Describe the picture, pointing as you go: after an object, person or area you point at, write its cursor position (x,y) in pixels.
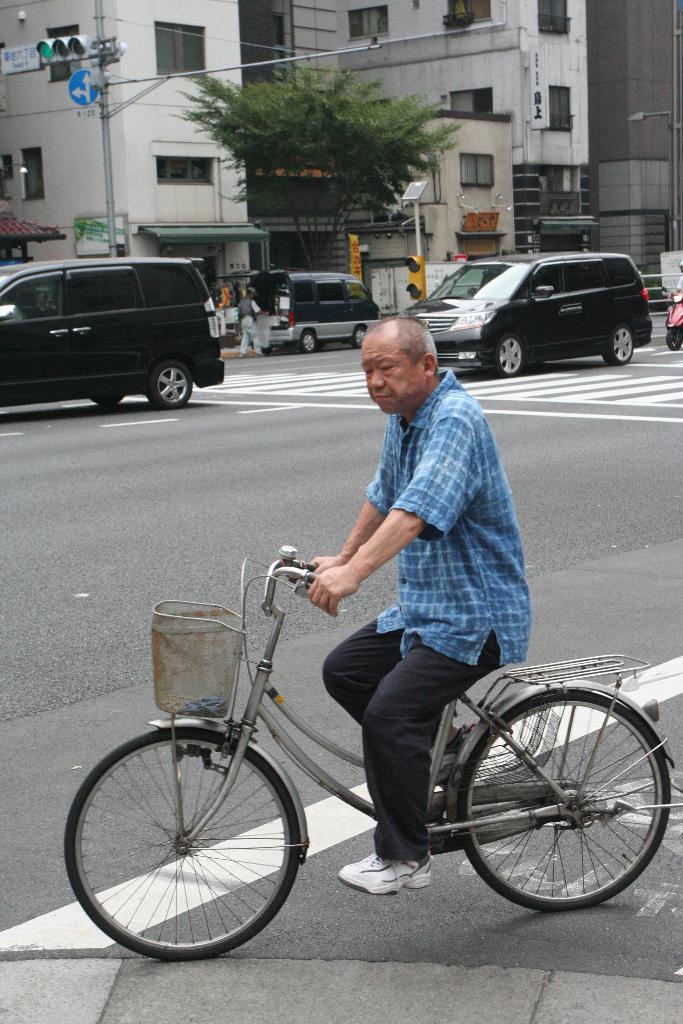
In this image In the middle (446,494) there is a man (437,669) he is riding bicycle (513,770) he wear shirt (446,447), trouser (391,763) and shoes (377,886). In the back ground (364,310) there are some vehicles (486,325), people (250,317), tree (298,138), traffic signal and building (557,94).
